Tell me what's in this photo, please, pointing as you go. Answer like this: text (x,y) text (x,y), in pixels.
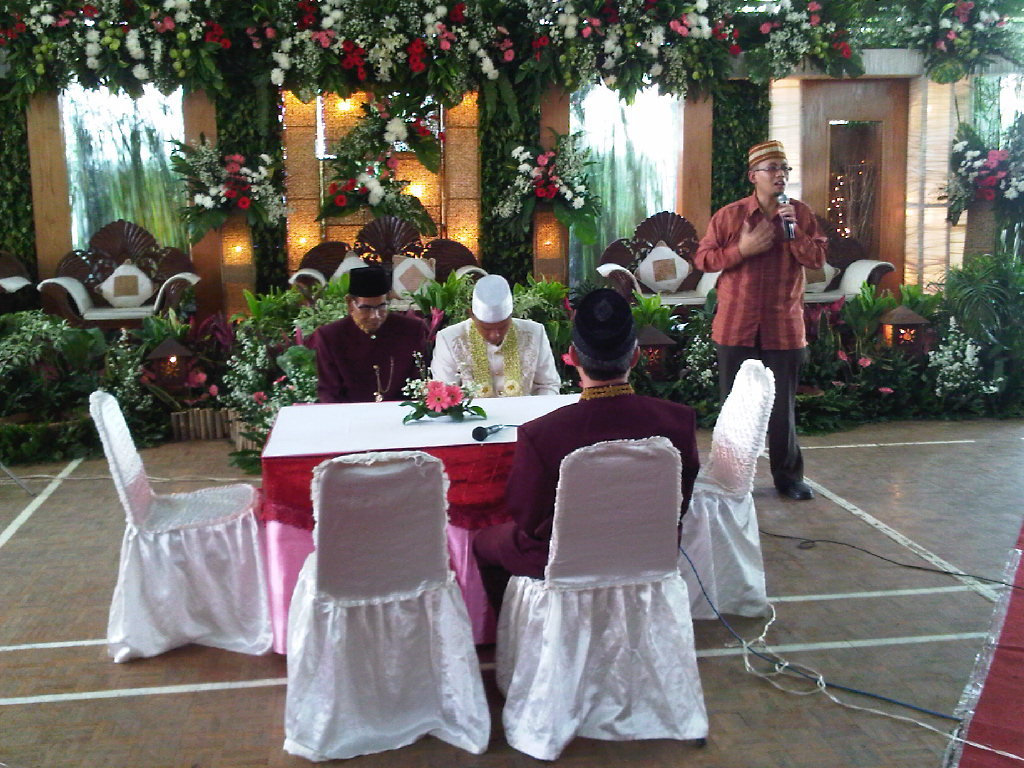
In this picture, we see three men (330,345) are sitting on the chairs (577,582). In front of them, we see a table (345,445) on which microphone (485,434) and flower bouquet (453,396) is placed. Beside them, we see a man (754,282) in a brown shirt (765,296) is holding a microphone (784,209) in his hand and he is talking on the microphone (778,206). Behind them, we see many plants (262,360) and behind that, there are many chairs (708,281). In the background (453,195), we see a building (399,168) which is decorated with flowers (609,2).
